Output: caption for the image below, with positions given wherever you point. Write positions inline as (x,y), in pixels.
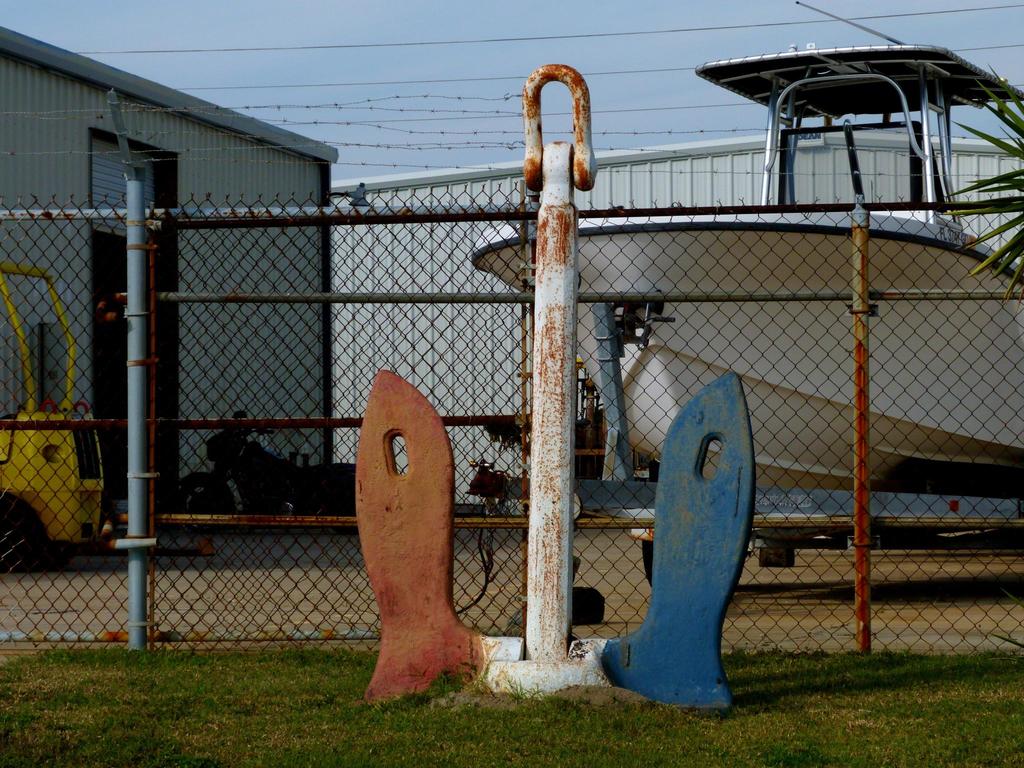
In this image in the center (546,495) there is a pole (541,455) and there are stands (452,582). In the background (238,282) there is a fence (854,391) and there is a boat (705,285). On the left side (294,248) there is a container (208,298) and vehicle (49,466) which is yellow in colour and in front of the container (213,352) there is a bike (264,479) and the sky (485,69) is cloudy. On the ground (464,756) there is grass (683,714).
